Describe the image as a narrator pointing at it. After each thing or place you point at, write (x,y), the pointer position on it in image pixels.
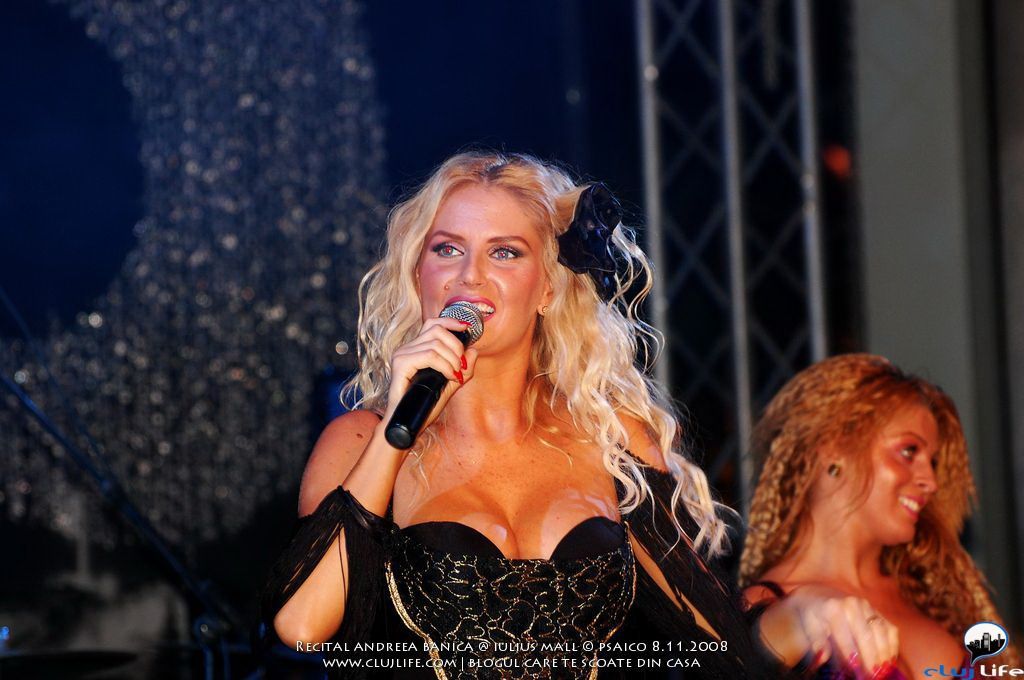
In this image we can see two women (614,424). In that a woman (463,469) is holding a mic (439,384). On the backside (706,280) we can see a metal frame (727,316). On the bottom of the image (432,666) we can see some text (417,666).
